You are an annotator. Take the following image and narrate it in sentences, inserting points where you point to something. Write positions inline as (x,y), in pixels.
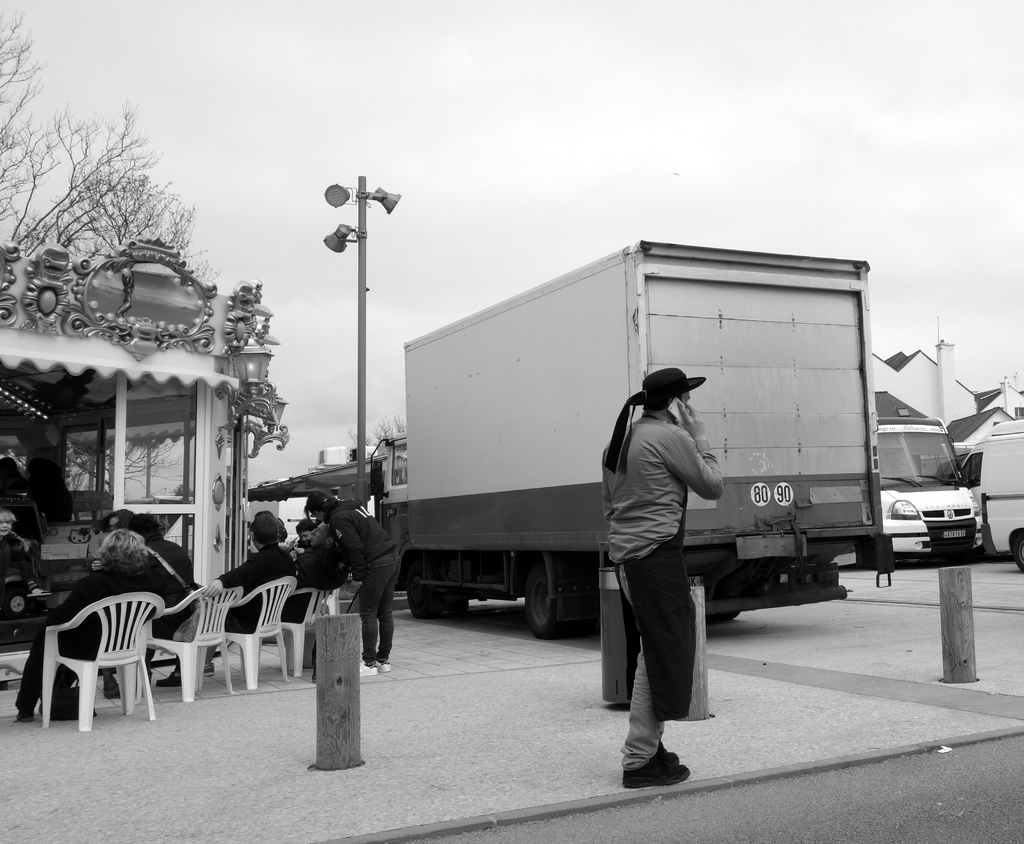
In this image there is a man (665,434) standing by wearing a hat (625,446) in the road (437,750), and in back ground (420,527) there is a truck (843,327), bus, building (991,418), light (341,229), pole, group of people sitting in chair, tree (31,237), sky (404,164) covered with clouds (614,204).
